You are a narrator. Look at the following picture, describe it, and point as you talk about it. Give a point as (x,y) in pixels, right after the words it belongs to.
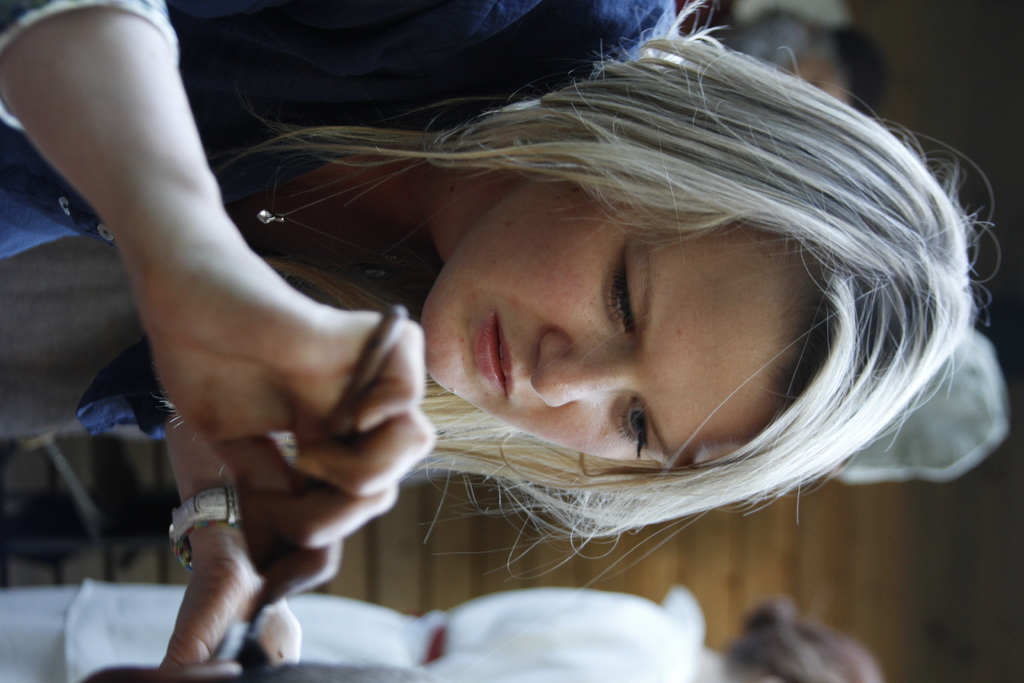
In the image we can see there is a woman (510,234) standing and she is holding a stick (343,397) in her hand (324,357). Behind there is another woman (595,643) standing and the background (765,574) is little blurred.
